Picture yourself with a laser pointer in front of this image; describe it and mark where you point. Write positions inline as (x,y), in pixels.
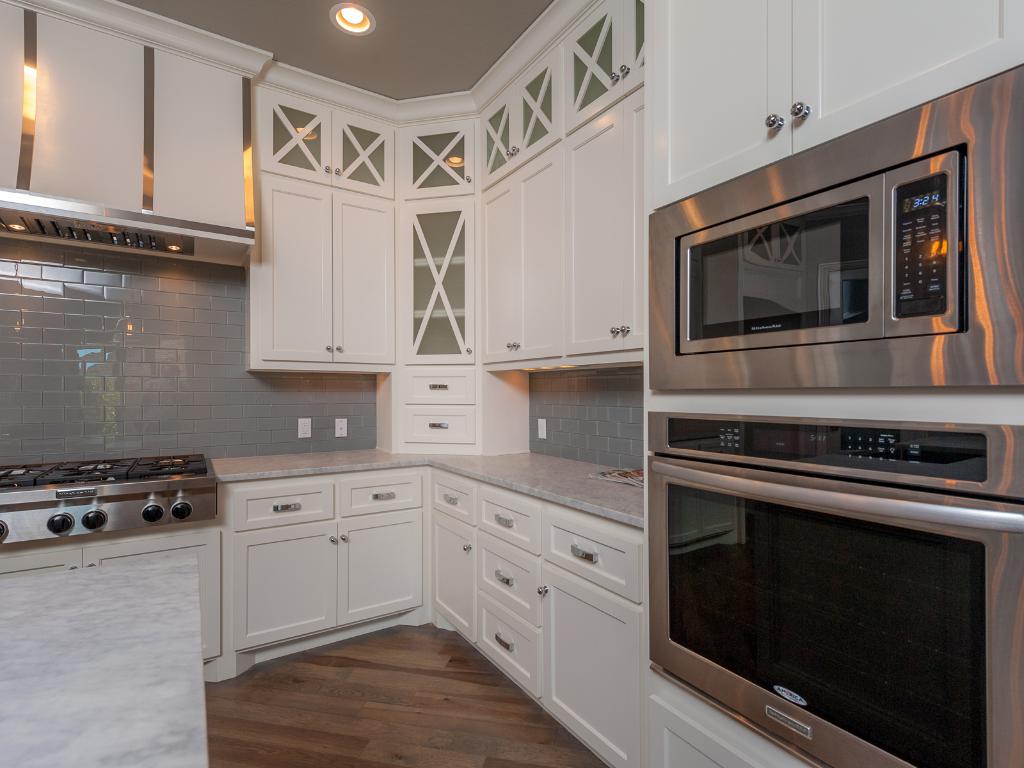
This image consists of kitchen (414,551). In which there are many cupboards (301,563) in white color. On the left (22,516), we can see a stove (65,487). On the right (940,725), there is an oven (726,552). At the top (383,31), there is a roof (410,39) along with lights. At the bottom (392,742), there is a floor (390,718).
